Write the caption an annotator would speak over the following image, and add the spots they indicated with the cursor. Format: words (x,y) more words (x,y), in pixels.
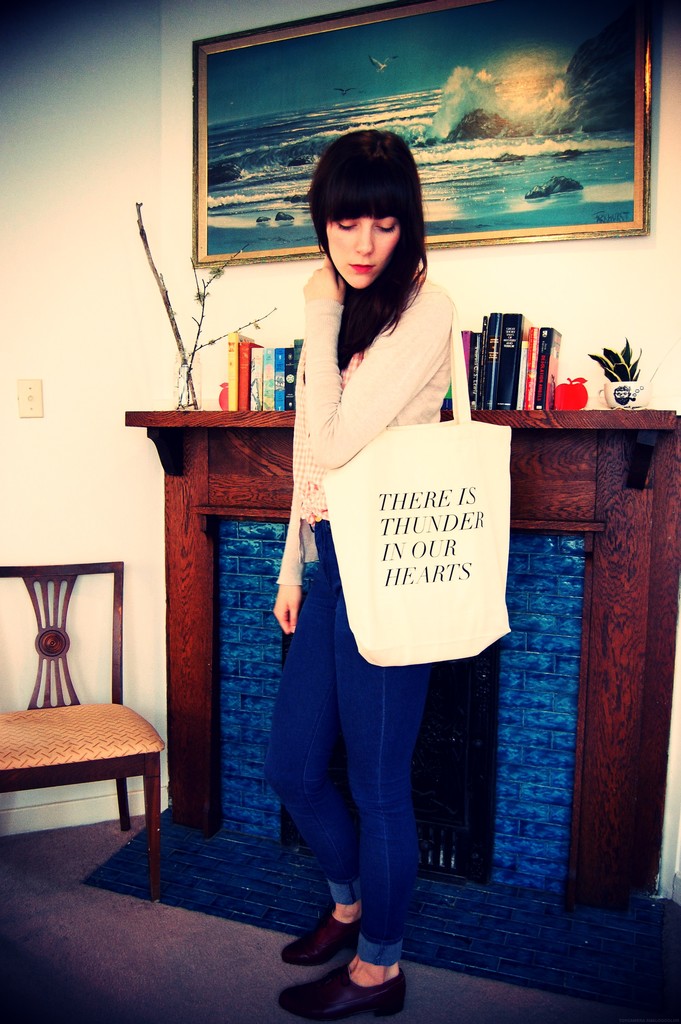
There is a woman (352,458) standing on the floor (123,986) and she wore a bag (409,520). Here we can see a chair (13,728), books (259,385), and plants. In the background (153,114) we can see a frame (397,126) and wall (118,414).
